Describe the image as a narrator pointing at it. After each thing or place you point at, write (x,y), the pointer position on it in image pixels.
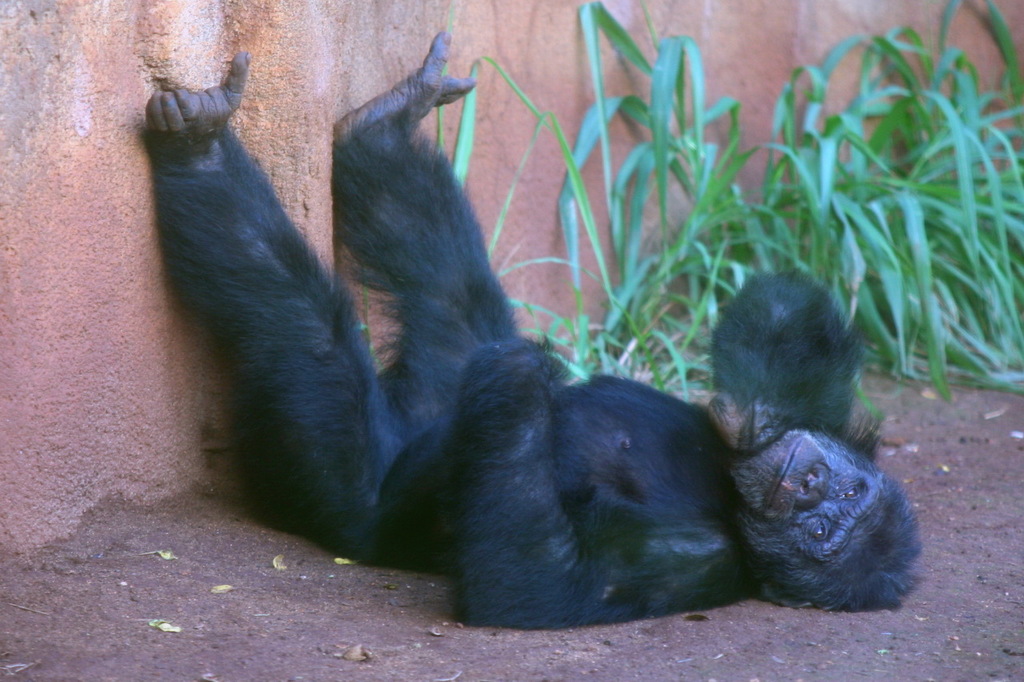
There is a chimpanzee (405,422) lying on the ground (675,628). Near to that there is a wall (530,93). Also there are plants (813,218).
